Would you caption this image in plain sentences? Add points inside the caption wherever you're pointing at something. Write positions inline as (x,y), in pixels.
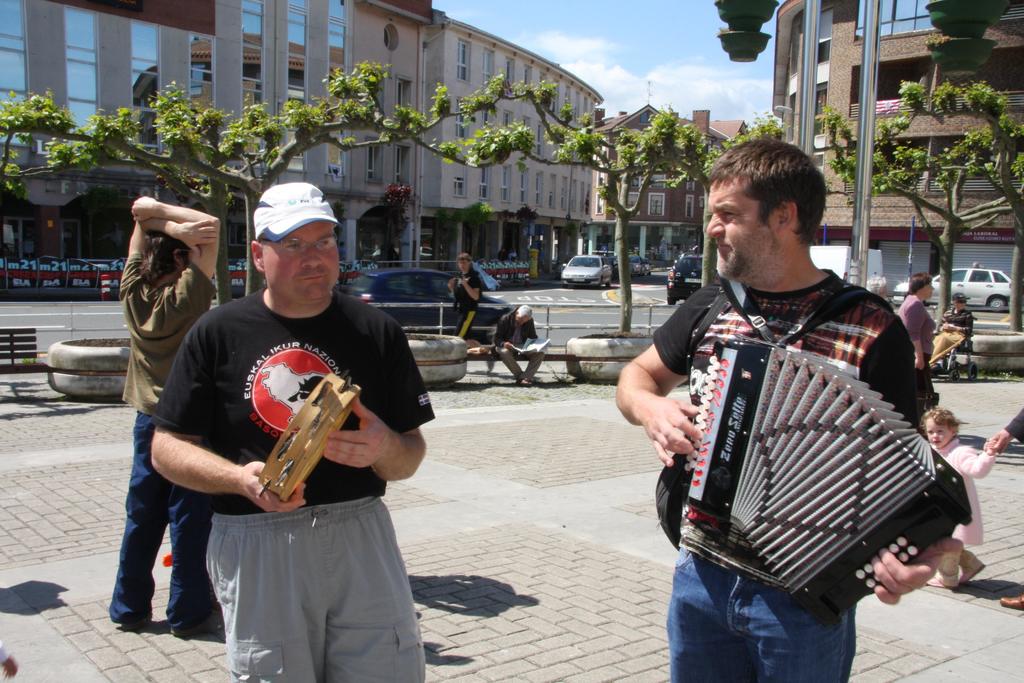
In front of the image there are two people (356,501) playing some musical instruments (719,451), behind them there are a few people (175,330) walking on the pavement (83,491) and there are other people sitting on the benches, in the background of the image (419,294) there are cars (364,301) passing on the roads (538,293) and there are trees (706,258), buildings (453,202), lamp posts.
